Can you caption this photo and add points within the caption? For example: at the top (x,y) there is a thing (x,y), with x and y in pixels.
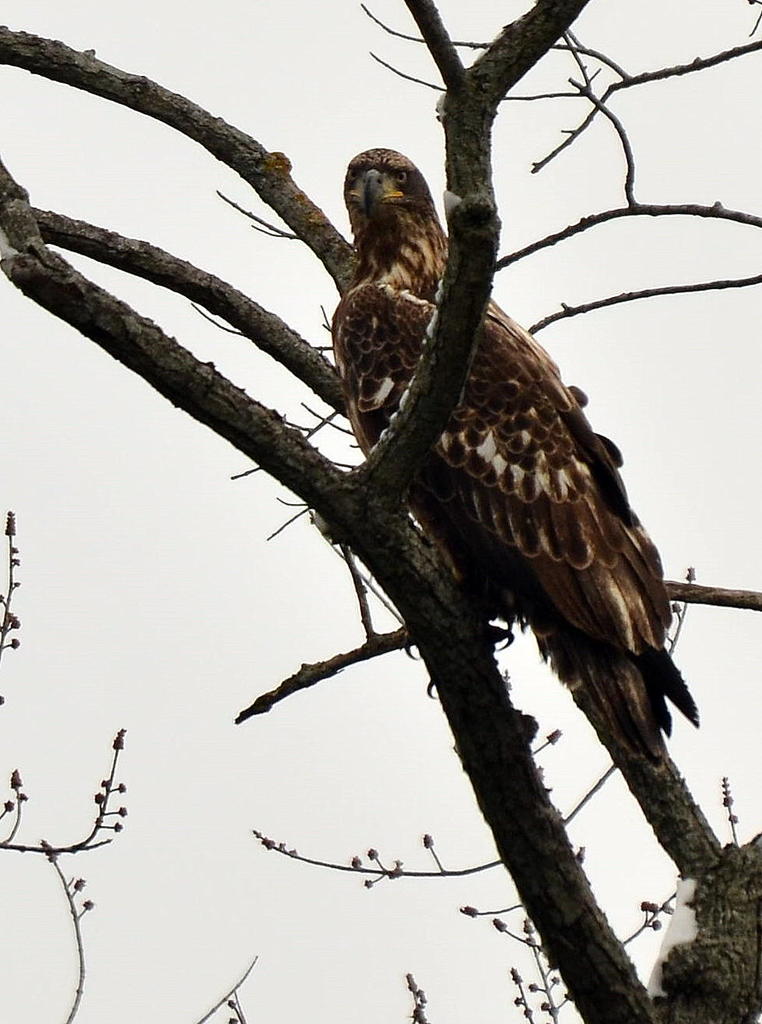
In this image I can see a bird (496,348) sitting on the tree (446,338). Bird (563,393) is in brown color. Background (86,655) is white in color.
